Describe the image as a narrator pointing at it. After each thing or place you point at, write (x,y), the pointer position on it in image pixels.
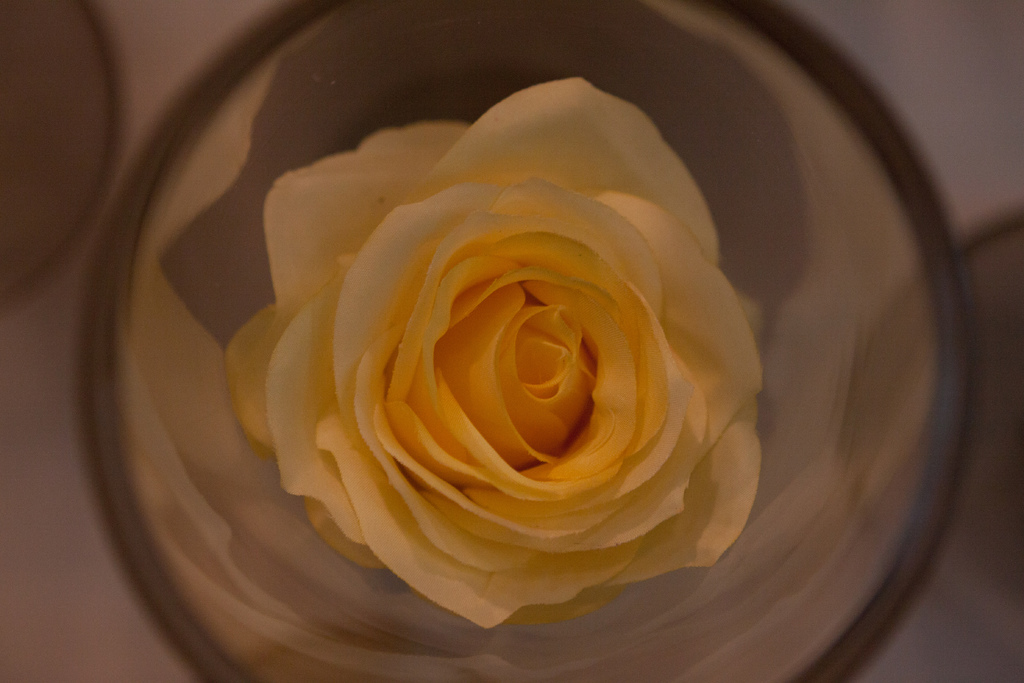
In the center of the image (396,352) we can see a rose (511,332) is present in the glass (737,609). In the background of the image (12,637) we can see a table (61,670). On the table (58,304) we can see the glasses (34,122).
